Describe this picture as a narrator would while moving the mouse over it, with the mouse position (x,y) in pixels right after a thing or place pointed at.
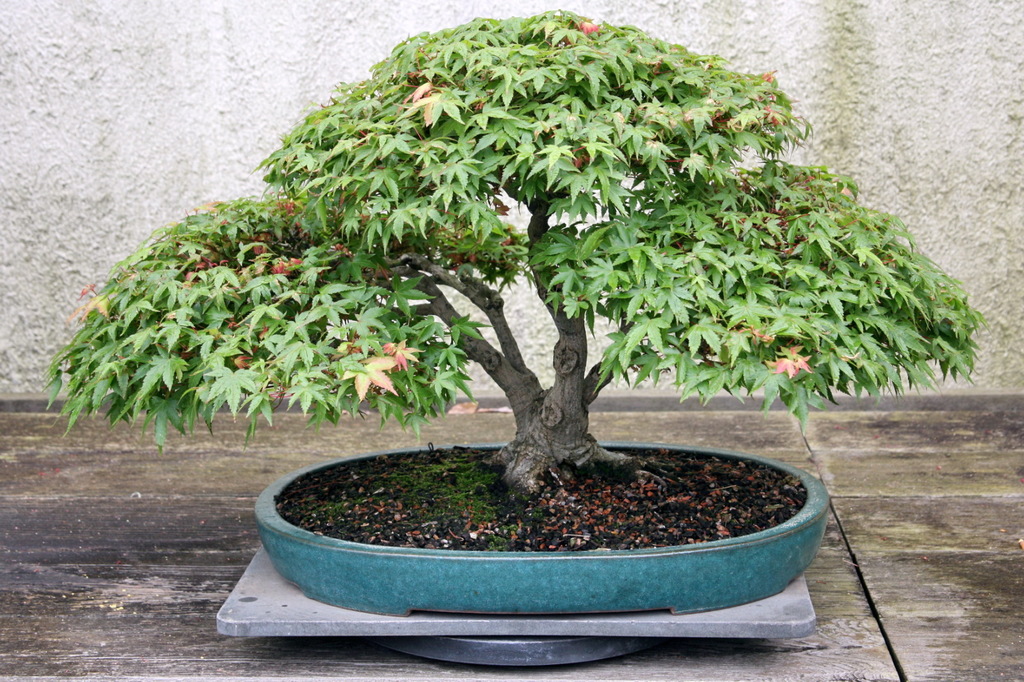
This is a plant (735,305) in a blue pot (641,578). Wall (180,170) is in white color.
